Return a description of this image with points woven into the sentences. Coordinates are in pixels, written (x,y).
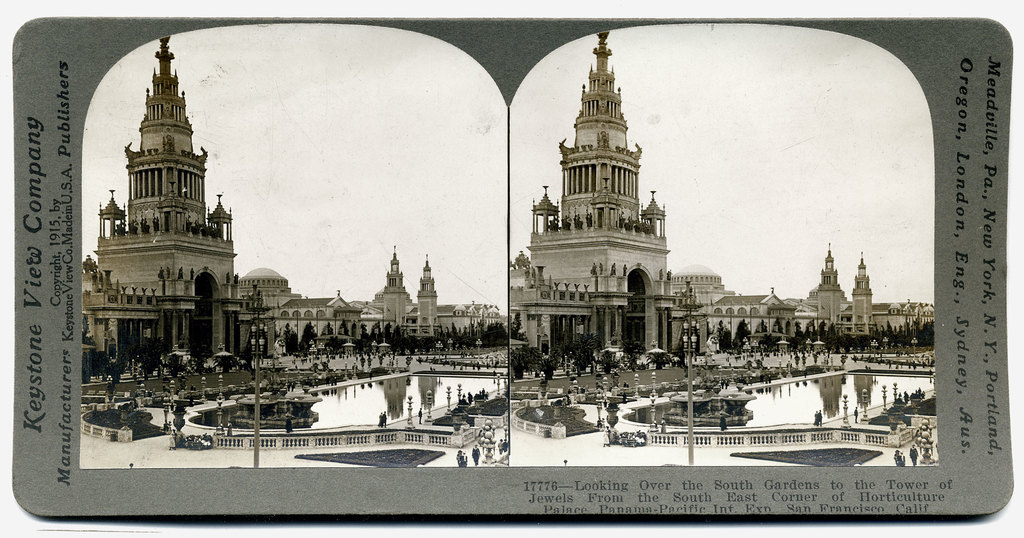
This is a paper (369,268). In this picture we can see the buildings (216,297), text (35,299), trees (335,342), poles (408,409), persons (465,395), water (383,404), grass (134,430), lights (450,407), fencing (336,442), ground (207,449), sky (253,144).
